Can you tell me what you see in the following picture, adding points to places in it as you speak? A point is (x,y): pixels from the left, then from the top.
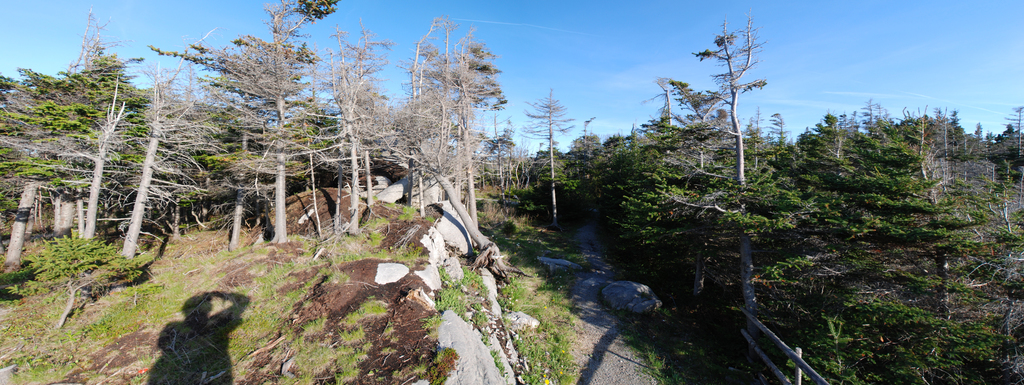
In this image I can see few dried trees (279,180) and few trees (598,199) in green color and I can see sky (527,70) in blue and white color.
